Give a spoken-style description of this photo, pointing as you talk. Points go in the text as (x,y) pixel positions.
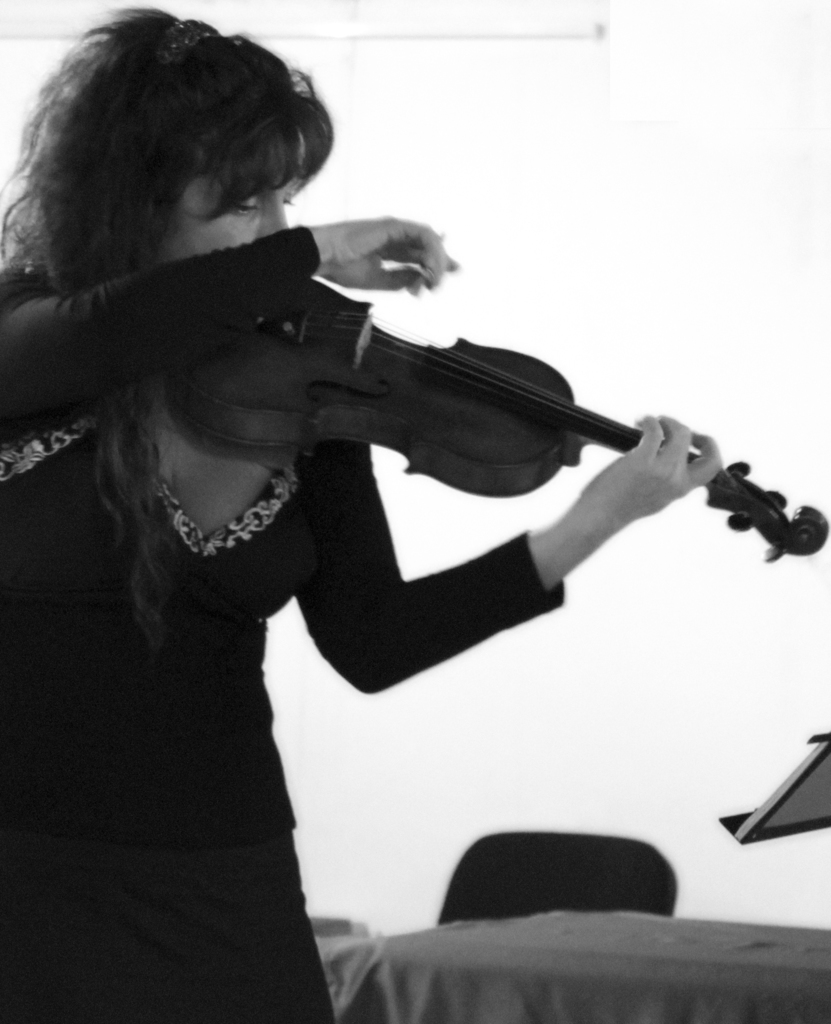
In this image I can see a person (333,441) holding the violin (491,490).
